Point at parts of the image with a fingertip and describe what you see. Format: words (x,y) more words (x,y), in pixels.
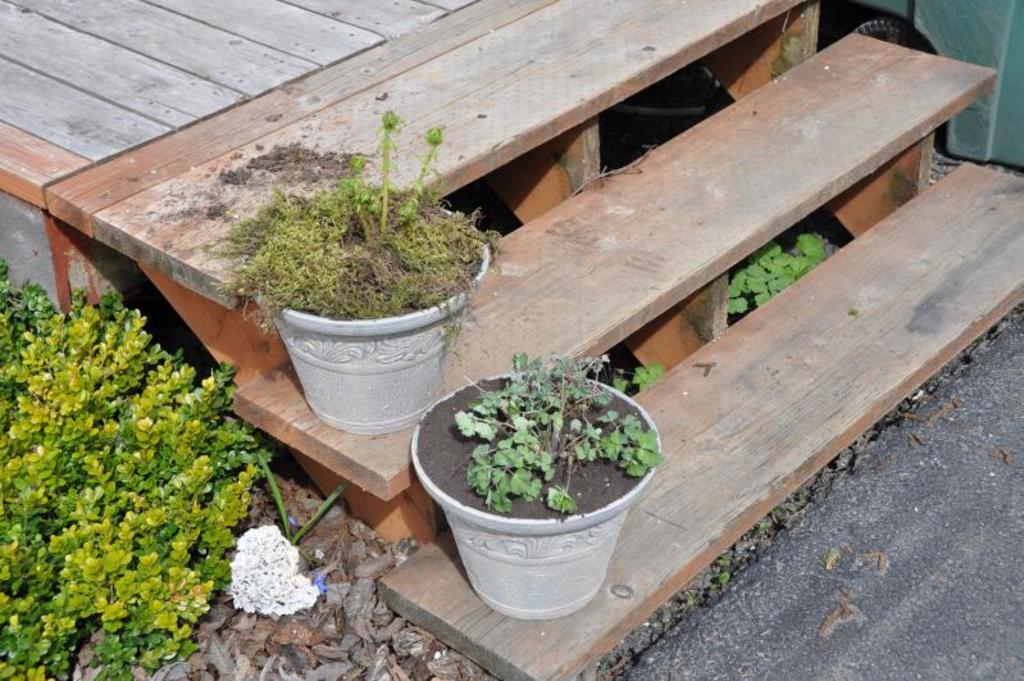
In this image there are two plant pots (421,371) on the wooden steps (612,302). beside them there is a plant (87,485). On the floor (652,647) there are stones (300,644).
